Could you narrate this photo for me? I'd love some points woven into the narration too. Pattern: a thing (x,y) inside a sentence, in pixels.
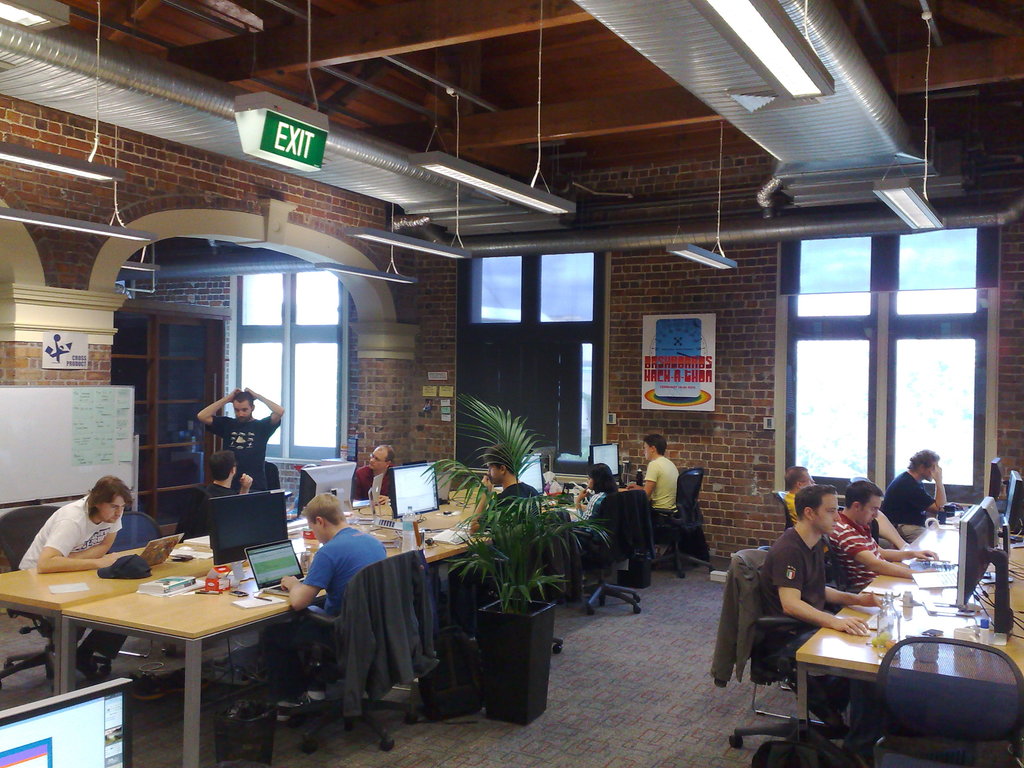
This image is clicked in an office (595,559). In the right (875,593) there is a table (920,614) on that there are three systems (983,550), bottle (884,630), In front of that there are some people (847,551) sitting on the chairs (783,621). In the left (333,553) there is a table (122,605), plant (495,506), some people (317,580), white board (87,471) and bag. In the background (525,390) there is a window (866,374), poster (664,368), door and light (495,192).
